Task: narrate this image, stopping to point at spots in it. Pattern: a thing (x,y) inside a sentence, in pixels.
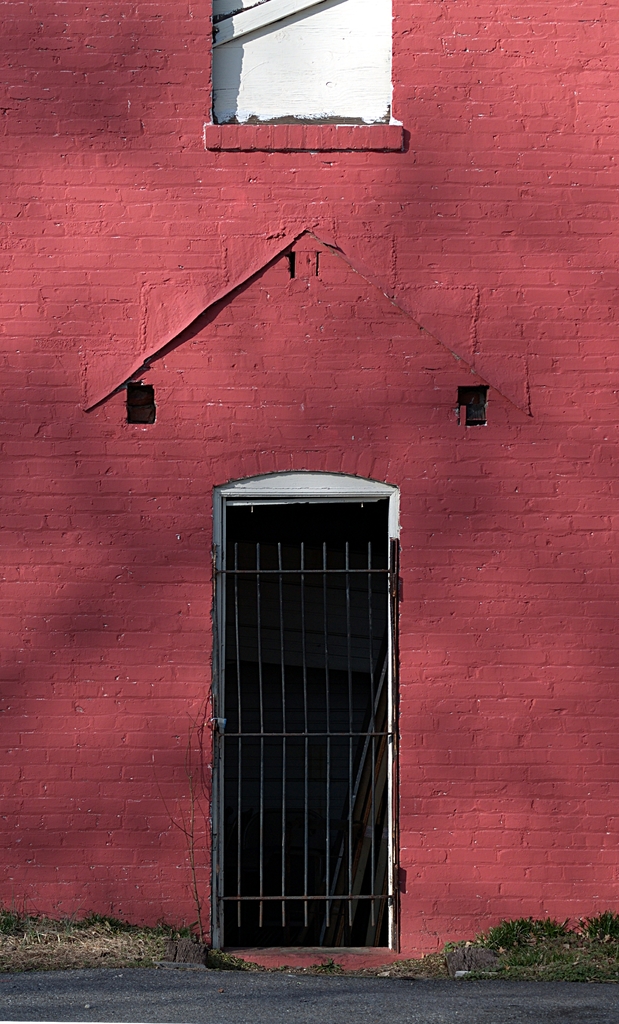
This looks like a building wall (415,486), which is red in color. I can see an iron gate (350,819). At the bottom of the image (343,992), that looks like a road (291,973). At the top of the image (317,90), I think this is a kind of a window (356,83).
